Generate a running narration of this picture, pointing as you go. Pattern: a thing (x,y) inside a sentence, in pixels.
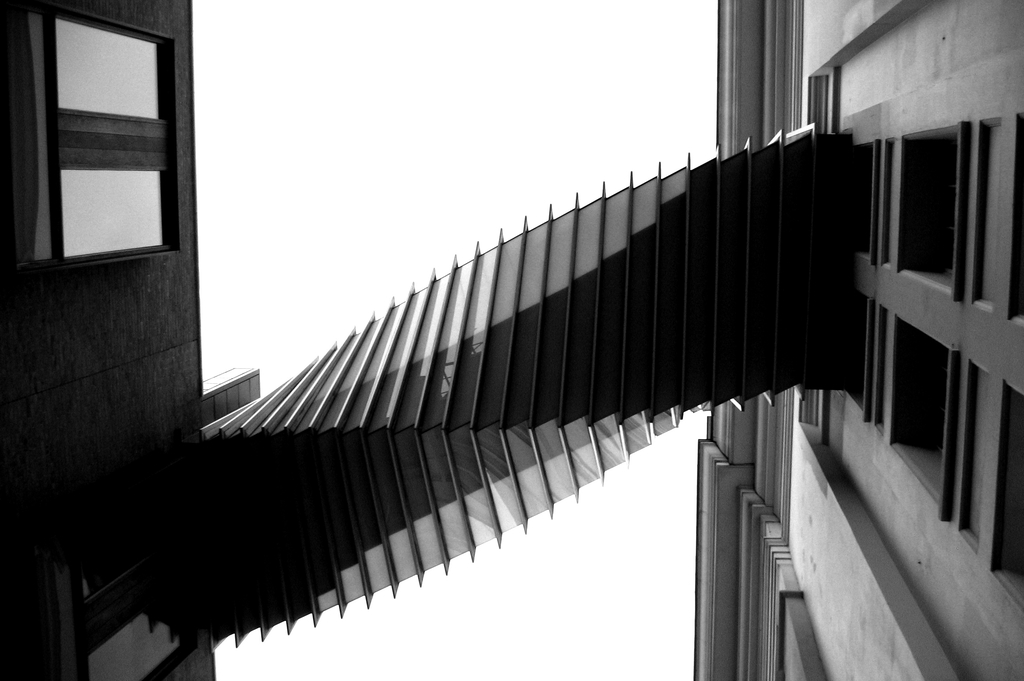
This is a black and white image. In this image we can see two buildings (989,442). At the top of the image (462,55) there is sky (387,53).
